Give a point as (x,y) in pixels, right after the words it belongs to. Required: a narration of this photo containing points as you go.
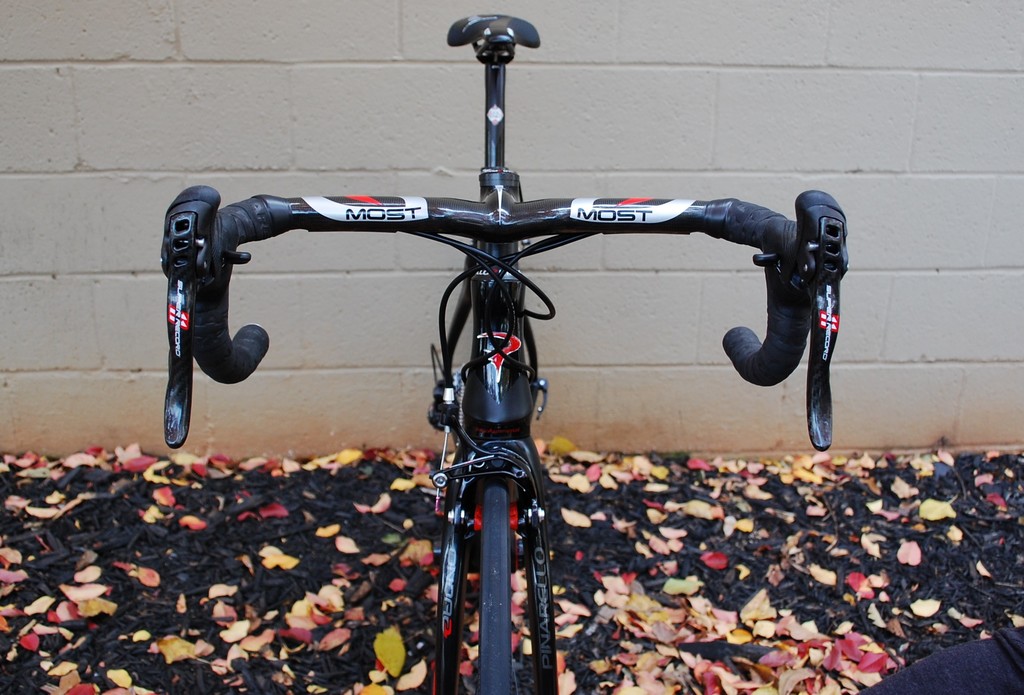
In this image, we can see bicycle (545,635) with stickers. At the bottom of the image (672,688), we can see leaves (672,688). Background (956,383) there is a wall (30,263).
